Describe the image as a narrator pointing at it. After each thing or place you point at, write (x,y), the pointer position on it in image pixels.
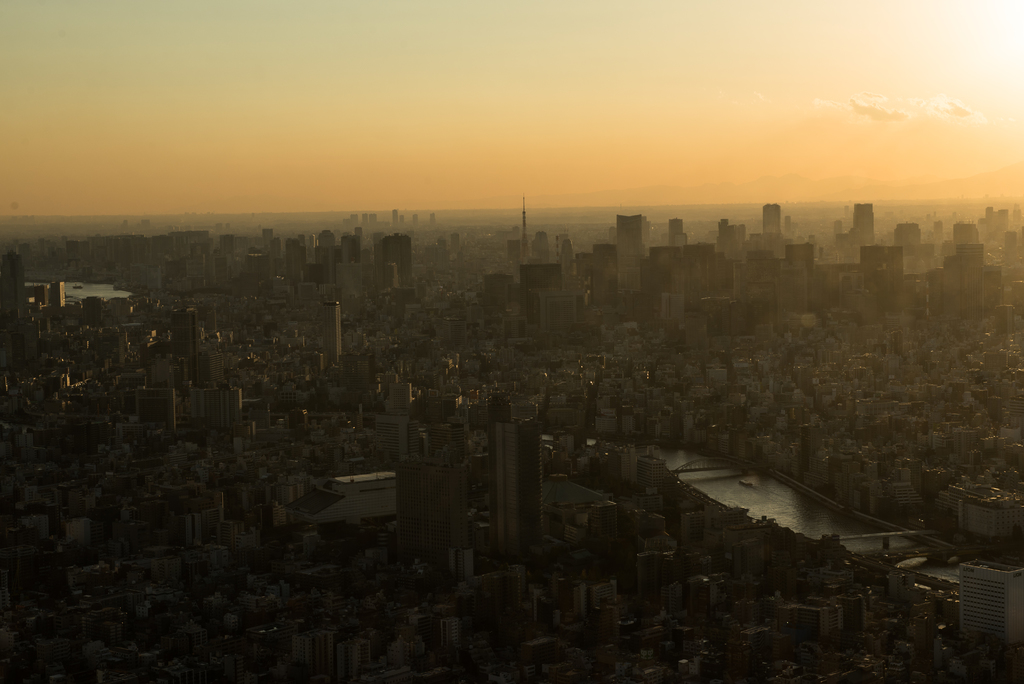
In this image there is a view of a city (452,468) with so many buildings (431,327), in the middle of the buildings (975,596) there is a canal (816,523) above the canal (707,480) there is a bridge (712,466). In the background (394,148) there is the sky (447,148).
